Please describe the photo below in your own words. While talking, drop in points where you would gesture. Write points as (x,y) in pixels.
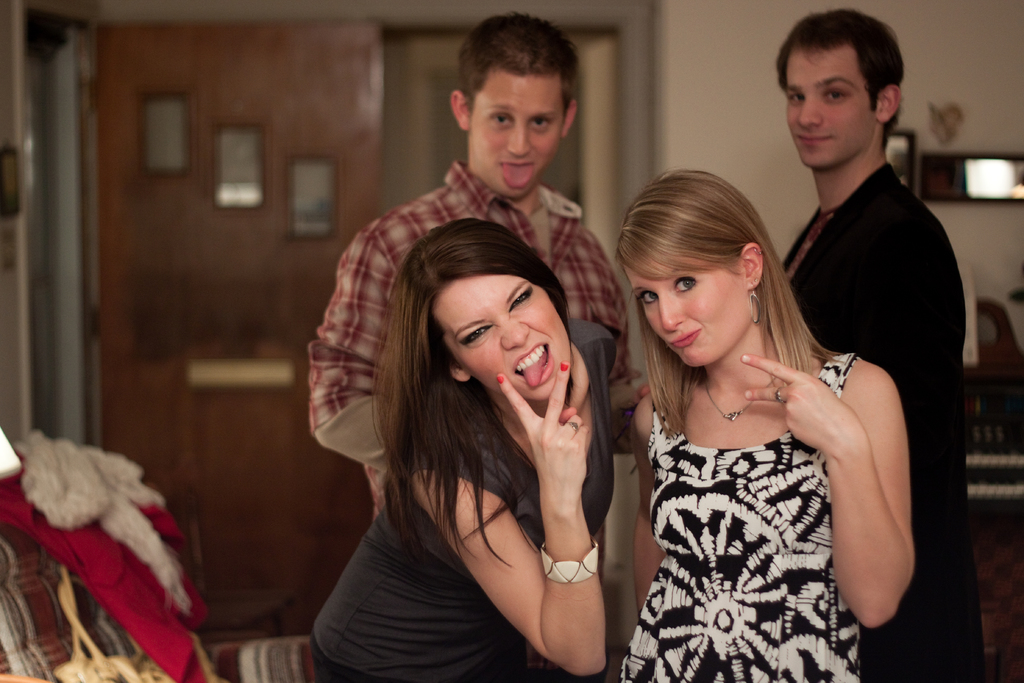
In this picture we can see two men (854,237) and two women (739,479) standing, at the left bottom (71,476) there are some clothes (73,524), in the background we can see a wall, there is a door (371,78) in the middle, we can see three frames (313,235) on the wall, we can see a blurry background (918,65).
